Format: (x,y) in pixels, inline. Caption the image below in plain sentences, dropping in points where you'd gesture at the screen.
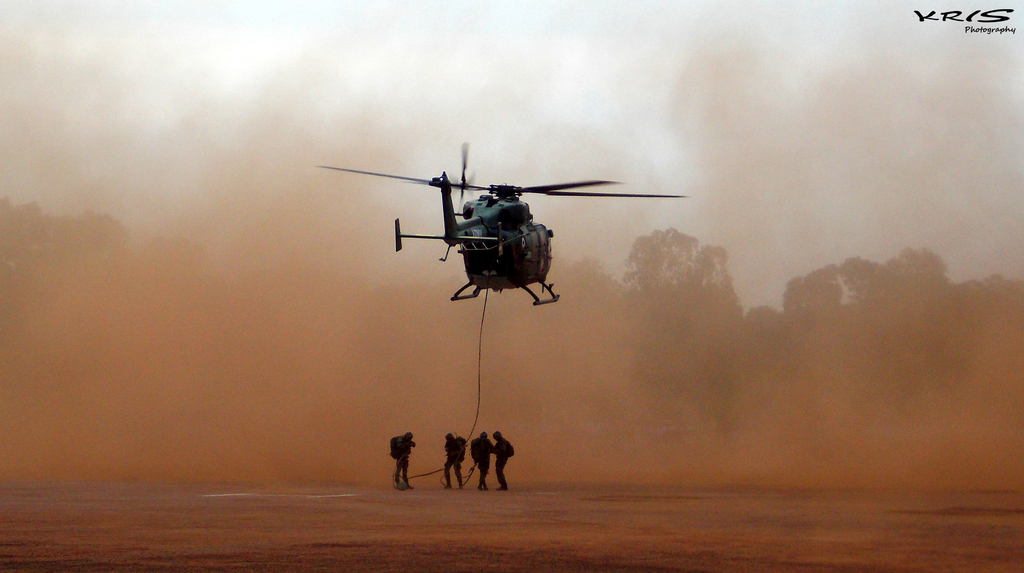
In the middle of this image (510,226), there is a helicopter (468,262), flying in the air (556,284). Below this helicopter (533,277), there are four persons (493,454) on the ground (480,493). Beside them, there is a thread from the helicopter (544,289). In the background (467,383), there are trees (720,307), dust (120,311) and there are clouds (494,48) in the sky (749,80).
